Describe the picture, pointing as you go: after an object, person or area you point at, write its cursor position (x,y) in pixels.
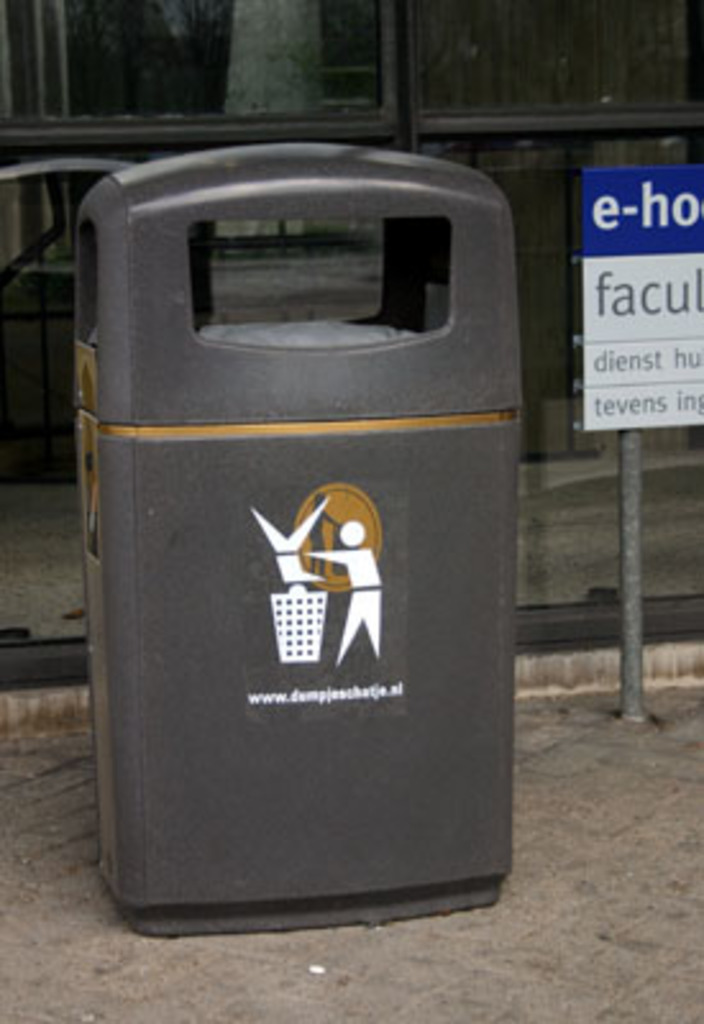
In this image, we can see a black dustbin (348,621) with figure (314,598) and text (303,698) is placed on the walkway (331,1004). Right side of the image (650,333), there is a pole (636,621) with board (641,347). Background (18,433) we can see glass objects (58,414) and walkway (64,569).
